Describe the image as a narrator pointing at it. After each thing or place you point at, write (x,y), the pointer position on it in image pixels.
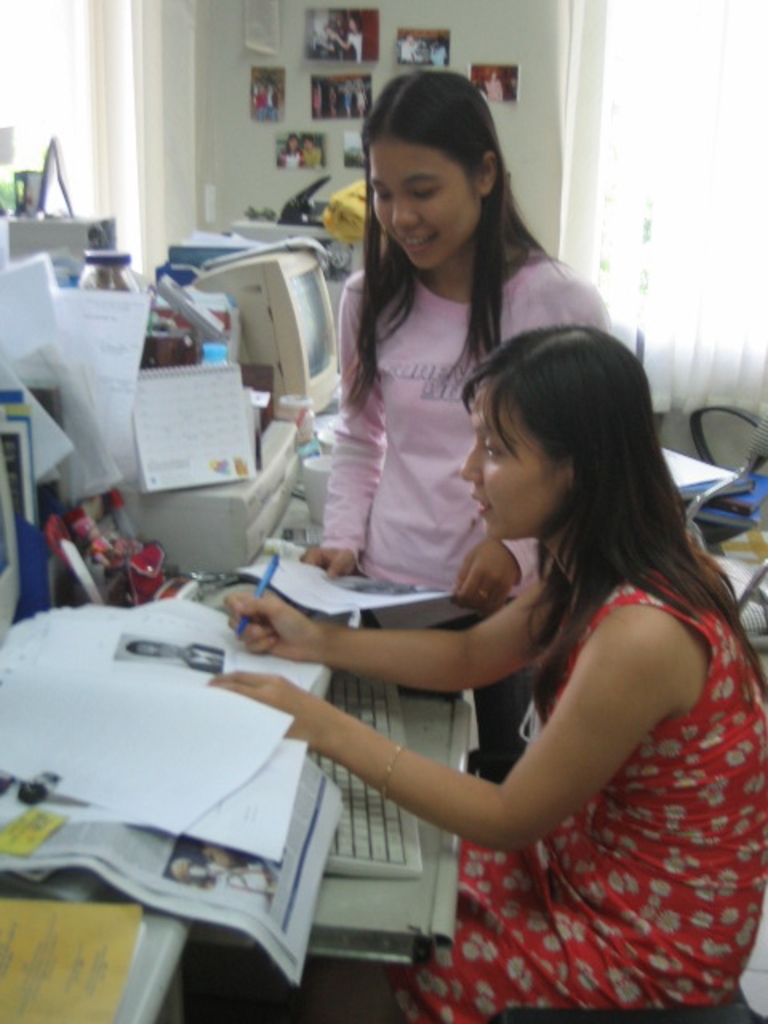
This woman (688,611) is sitting and holding a pen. On this table (322,436) we can see newspaper (89,847), keyboard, monitor (251,293), calendar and objects (170,268). Pictures (342,80) are on the wall (390,36). In-front of this window (703,210) there is a chair (724,451). Beside this woman (515,432) another woman (430,291) is standing.
